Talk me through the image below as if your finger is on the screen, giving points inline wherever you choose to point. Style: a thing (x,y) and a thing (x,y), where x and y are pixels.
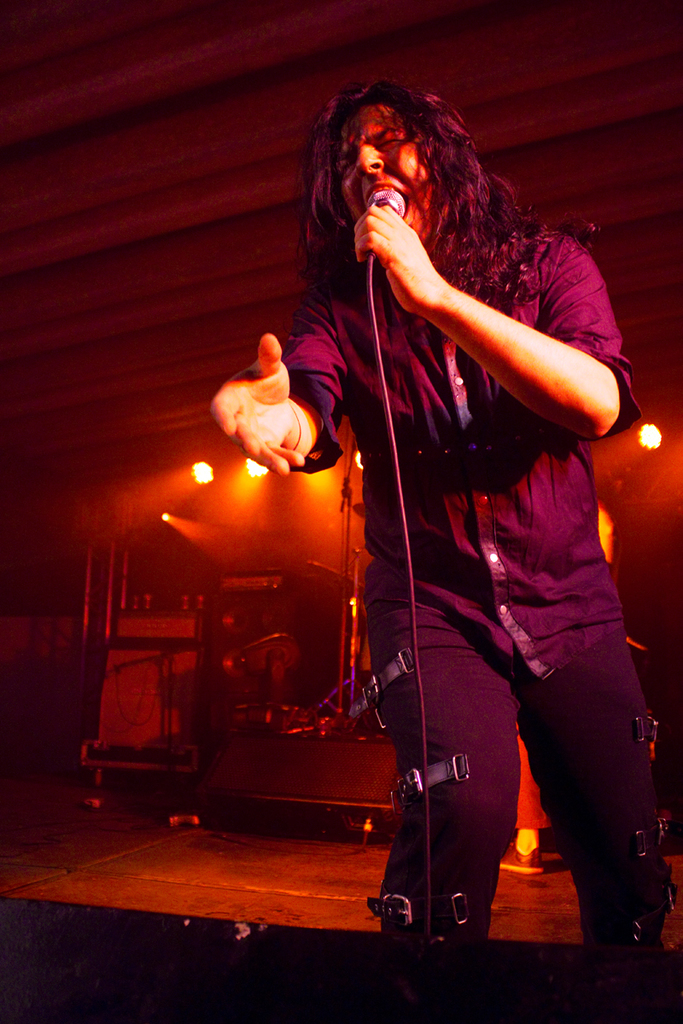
In this picture we can see a person (410,194) holding a mic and singing. There are some lights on top. We can see few stands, loud speaker (343,740) and other objects (368,725) in the background (257,761).
